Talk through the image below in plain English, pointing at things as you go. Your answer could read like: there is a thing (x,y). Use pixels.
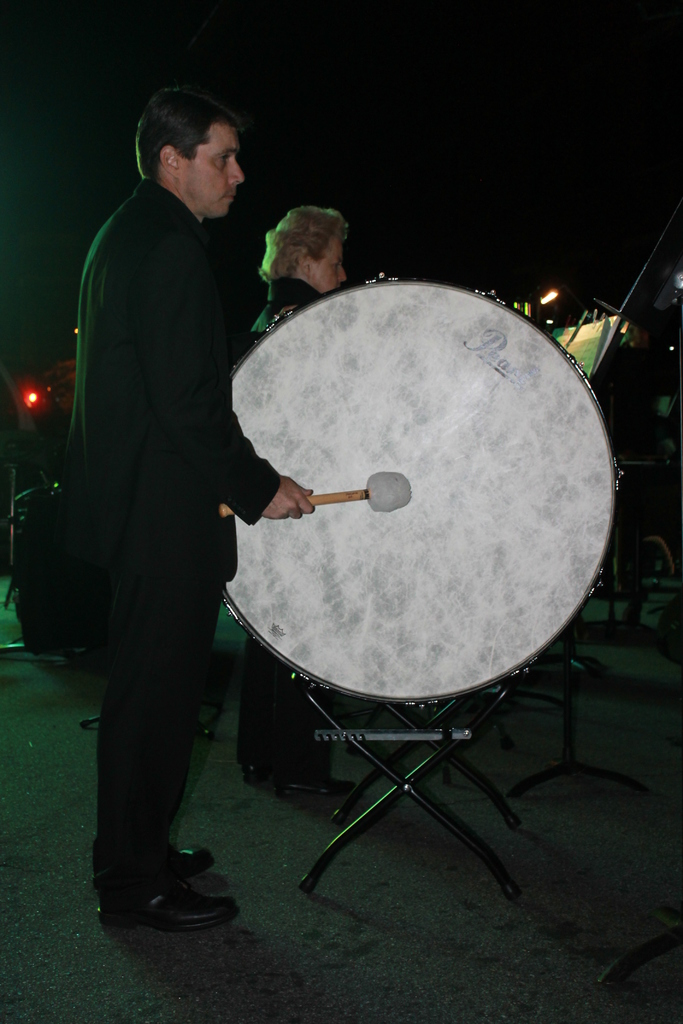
There is a person (142,645) standing on the left side (160,794) and he is playing a drum (351,559) with a drumstick (393,476). Here we can see another person (301,272) standing in the center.
